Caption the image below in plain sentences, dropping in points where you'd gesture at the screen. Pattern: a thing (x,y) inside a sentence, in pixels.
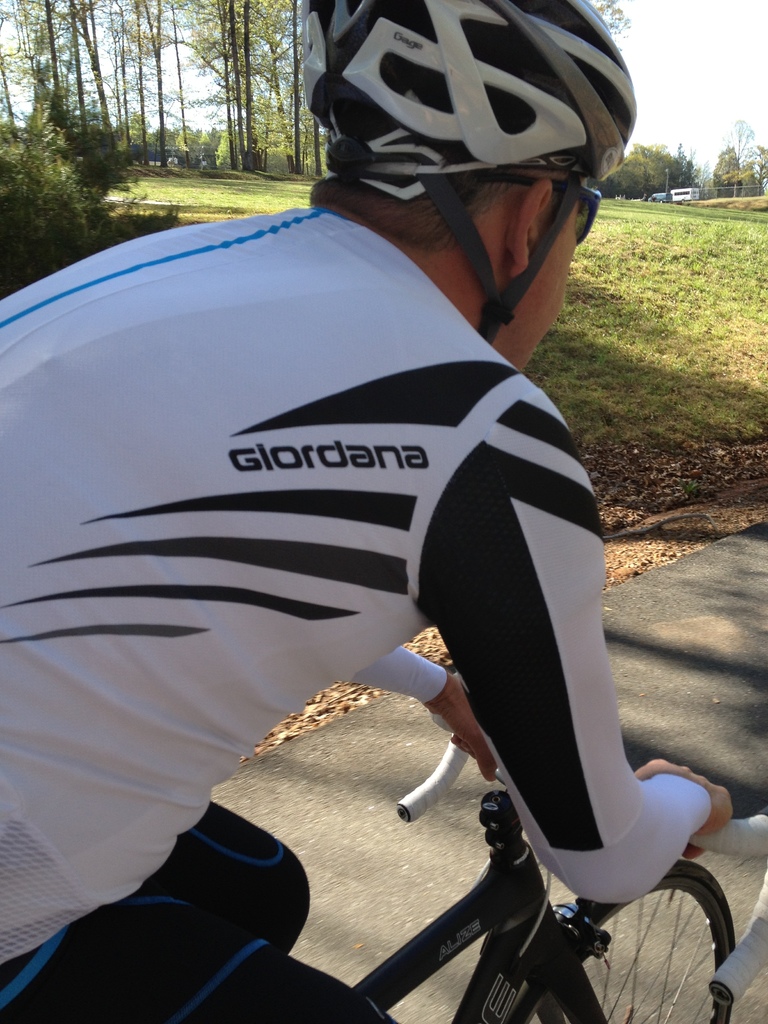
In the image there is a man (236,458) with white t-shirt (228,379) and helmet (421,184) is riding a bicycle (452,946) on the road (403,746). Behind him there are many trees (71,103) and also there is grass (767,263) on the ground (665,414).
